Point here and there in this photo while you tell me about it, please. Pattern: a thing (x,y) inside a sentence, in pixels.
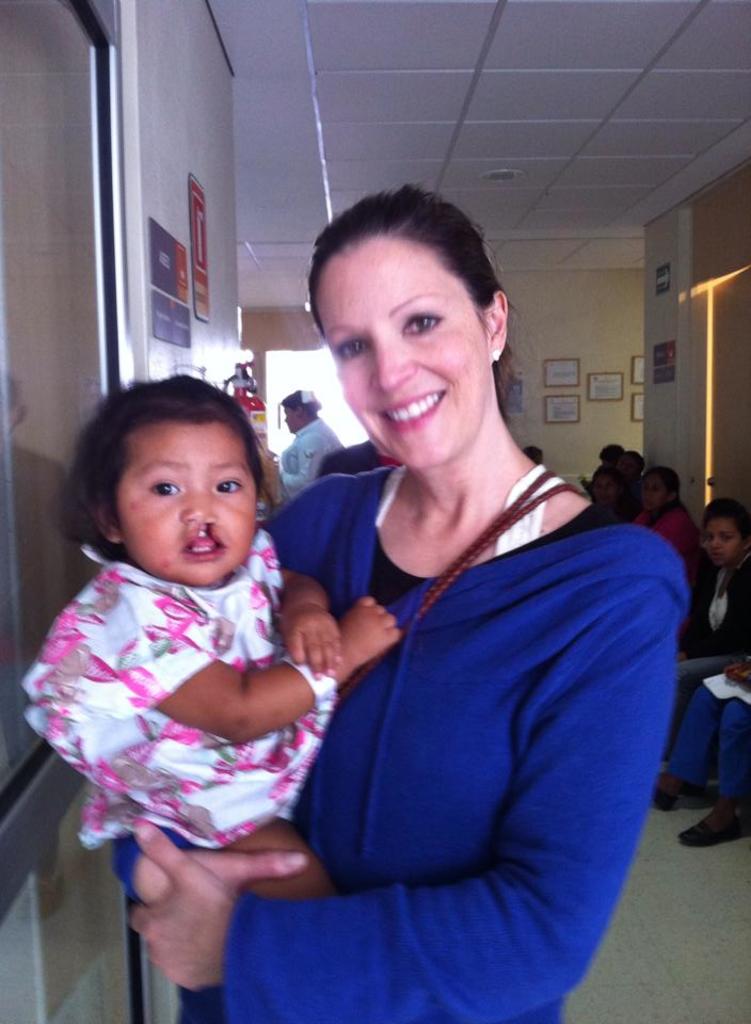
In this image, we can see a woman (433,821) is carrying a baby (194,621) and smiling. They both are watching. Background (160,213) we can see walls (134,239), poster (173,297), fire extinguisher (249,407), people (290,454), photo frames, door (725,433) and some objects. On the right side (691,910) bottom corner, we can see the floor (705,973). Top of the image (421,129), we can see the ceiling (395,125).
